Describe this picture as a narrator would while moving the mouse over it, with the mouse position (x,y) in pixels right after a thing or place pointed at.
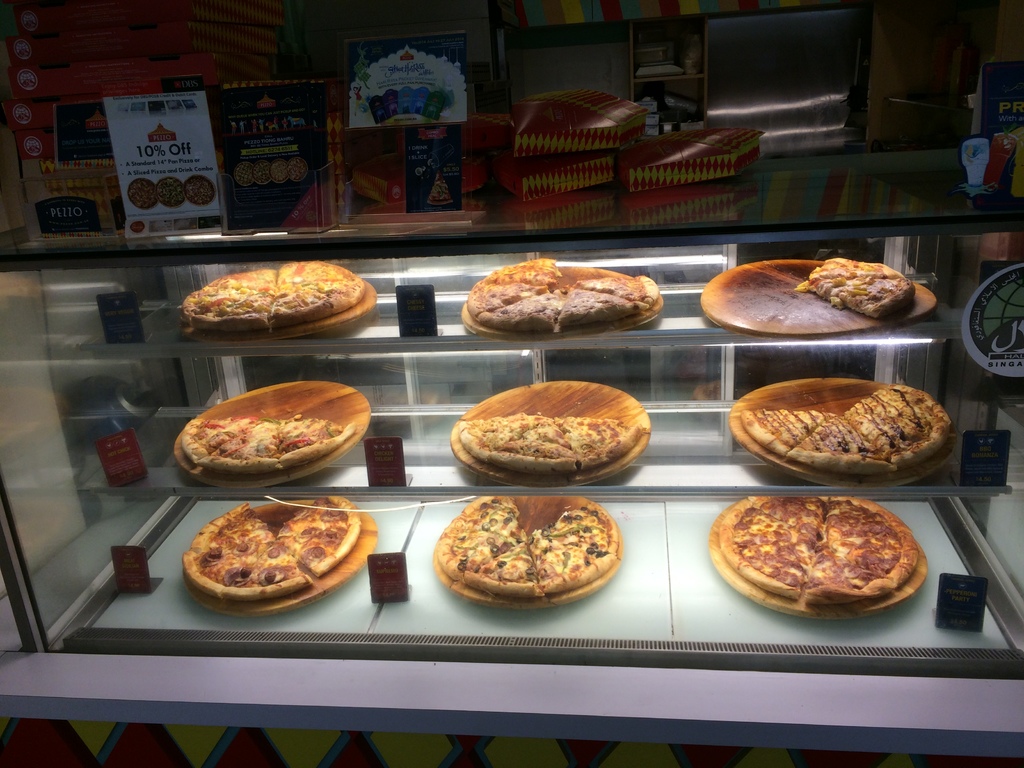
In this image I can see few pizzas (812,281) on the wooden-pans (786,308) and they are on the glass racks (774,485). On the top (453,194) I can see few cardboard boxes (468,157), boards (258,149) and few objects (672,50) around.
